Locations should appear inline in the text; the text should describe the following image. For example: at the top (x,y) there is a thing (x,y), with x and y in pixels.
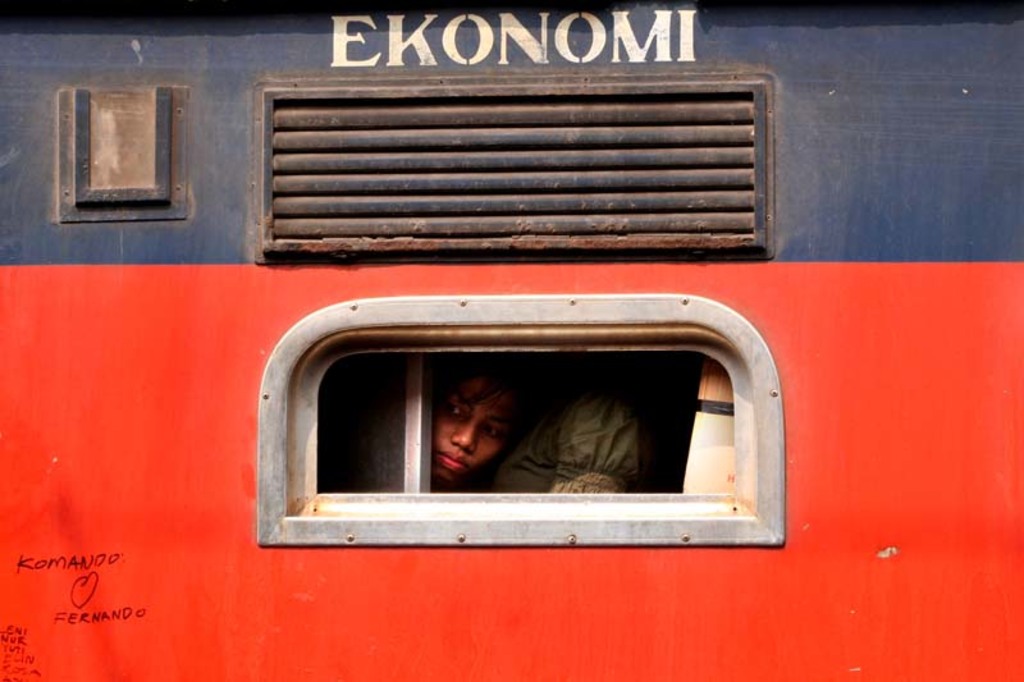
In this image I can see the vehicle (276,218) which is in red and blue color. And I can see something is written on the vehicle (388,25). There are few people (577,436) inside the vehicle (369,492).
